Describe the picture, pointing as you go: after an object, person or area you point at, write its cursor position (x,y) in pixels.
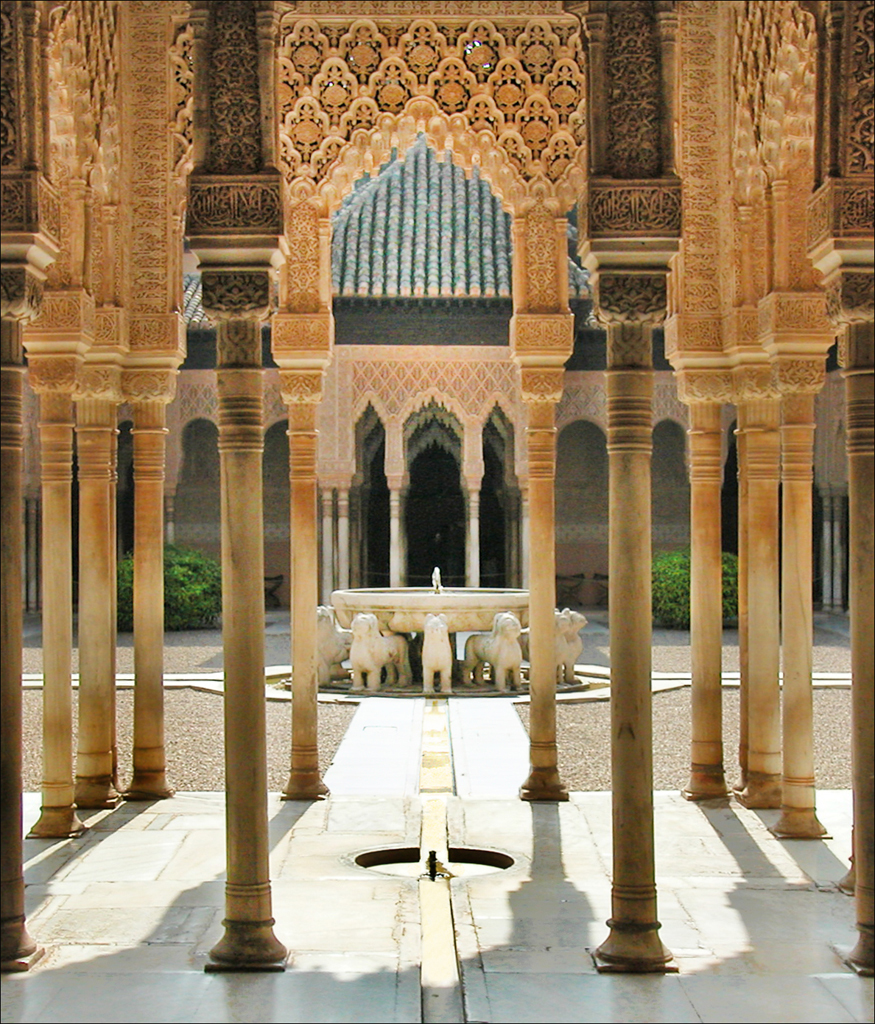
This is an image of a palace (521,535).
